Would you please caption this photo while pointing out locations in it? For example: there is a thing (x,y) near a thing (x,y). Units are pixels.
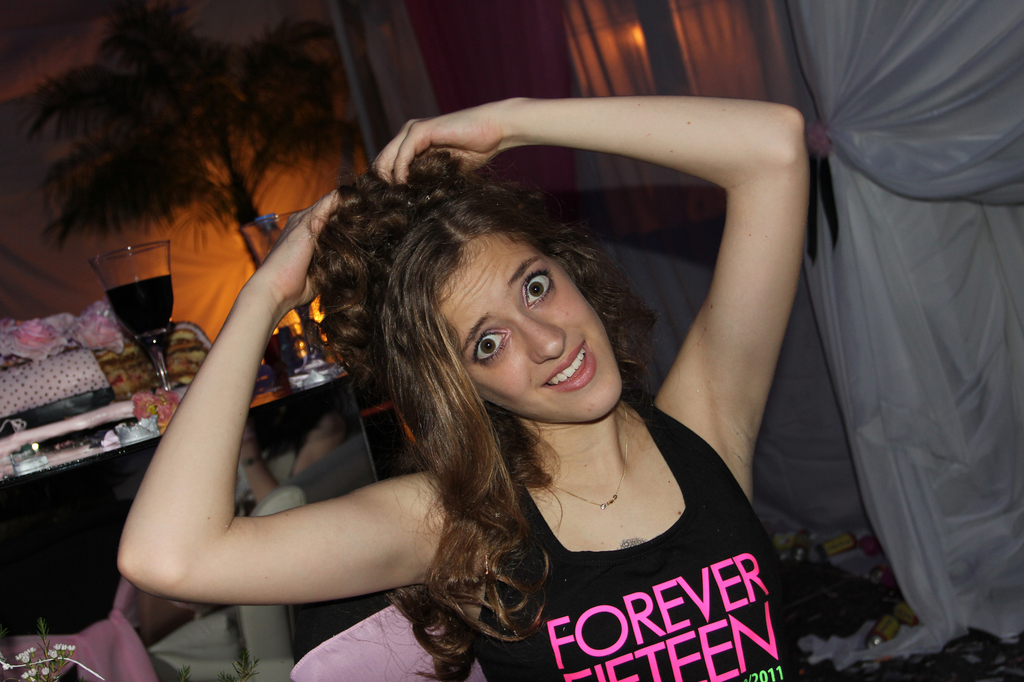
In this image we can see a person (491,451) sitting on the chair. And we can see a table (113,456), on the table (263,396) there are glasses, boxes (86,389), food items (143,388) and few objects (263,368) and we can see few objects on the floor (892,591). Right side (929,243) there are curtains (926,255) and left side (48,657), we can see the flowers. In the background (264,120), we can see a house plant (299,104) near the wall (211,267).
